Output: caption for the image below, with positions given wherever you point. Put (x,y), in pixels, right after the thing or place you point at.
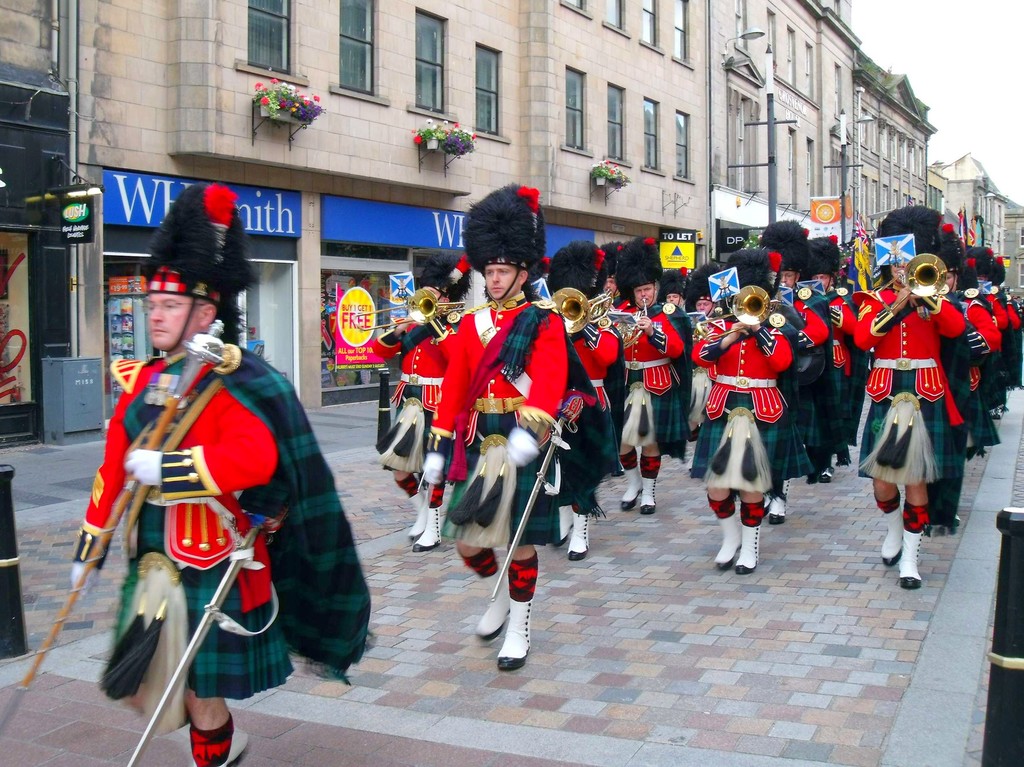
In this image we can see people (653,419) holding musical instruments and walking. We can also see buildings (13,206), pole (1002,585) and flower plants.
